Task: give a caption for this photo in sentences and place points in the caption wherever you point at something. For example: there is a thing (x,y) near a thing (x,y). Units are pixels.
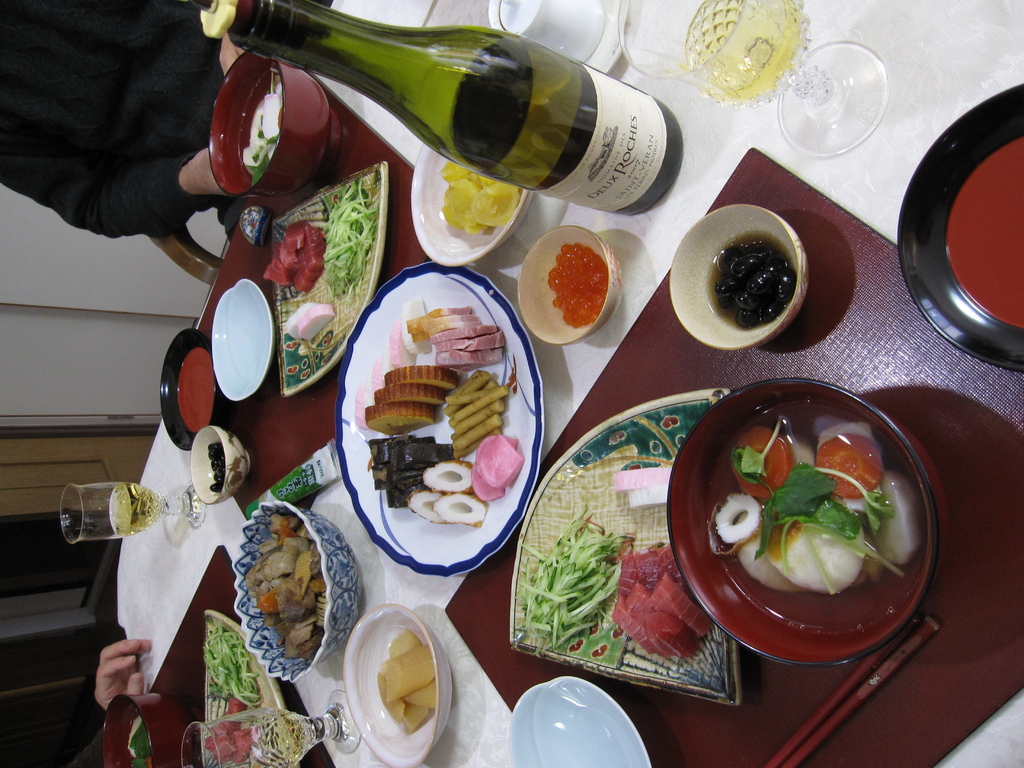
This is the picture of a room (750,183). In this image there are different food items (467,444) on the plates (372,487) and in the bowls (693,267). There are plates (365,511), bowls (742,414) and there is a bottle (498,128) and there are glasses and trays (550,670) on the table (582,391) and the table (546,376) is covered with white color cloth (905,138). There are two persons (165,219) sitting behind the table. At the back (65,416) there is a wall (80,395).
